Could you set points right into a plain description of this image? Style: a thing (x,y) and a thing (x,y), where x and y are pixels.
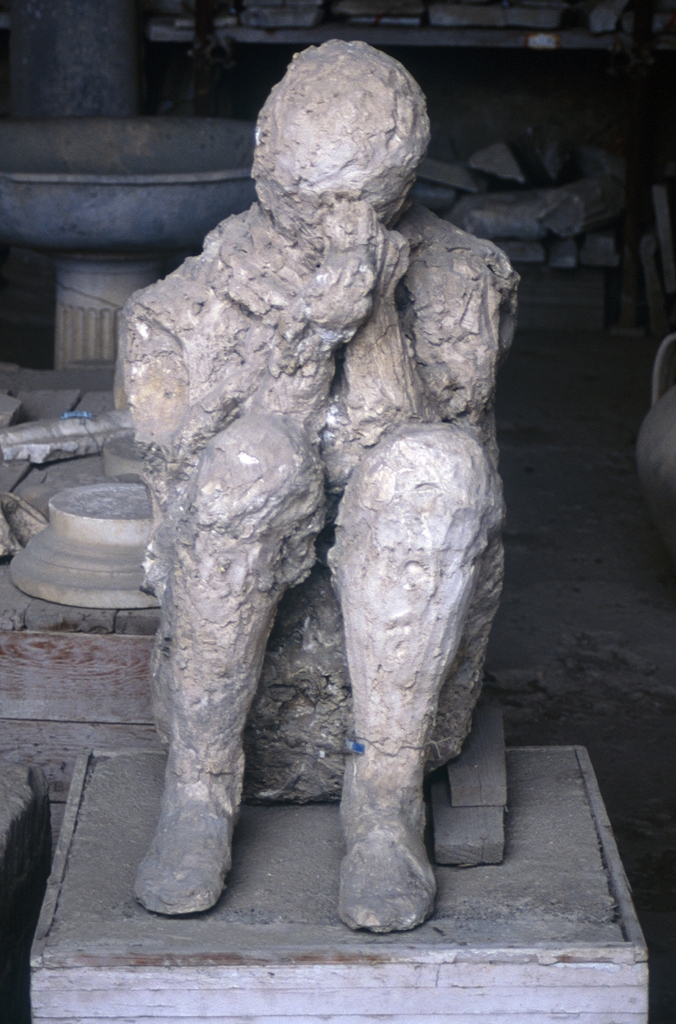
Here I can see a sculpture (176,616) of a person (238,545) is placed on a table (372,983). In the background (100,137), I can see some other objects (157,118). This is an inside view.
